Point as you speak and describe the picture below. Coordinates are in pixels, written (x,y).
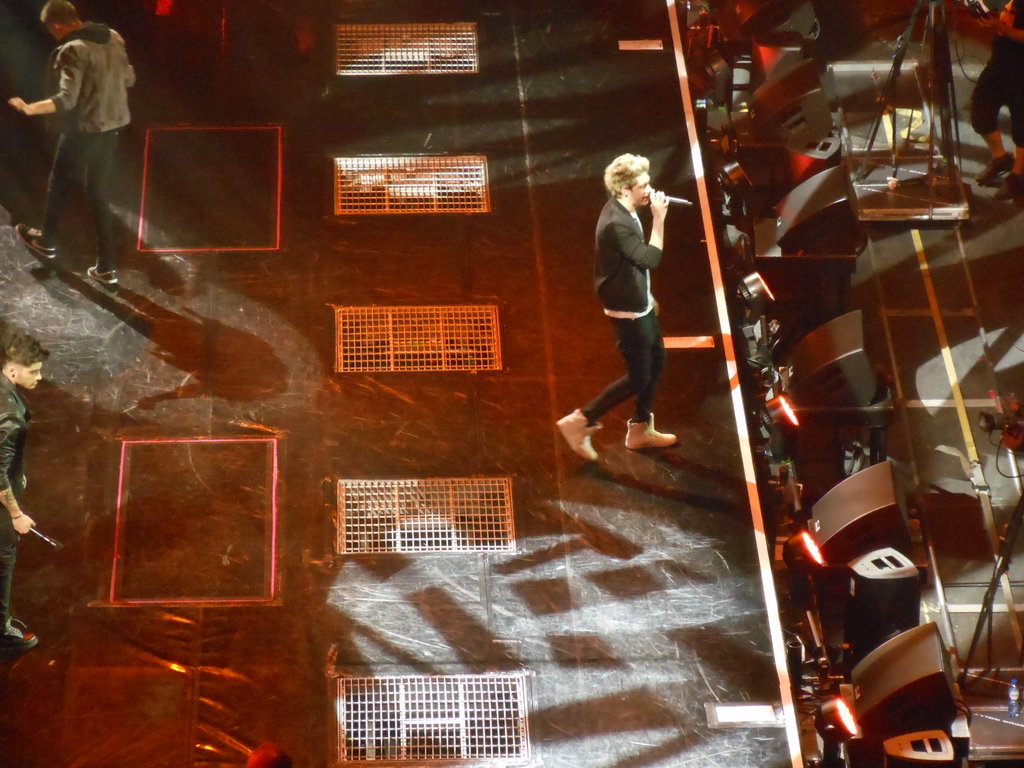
In the foreground of this image (689,439), there is a man (665,442) standing on the stage (604,342) holding a mic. On the right (870,677), there are few lights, speaker boxes (912,665), few tripod stands (895,73) with cameras (1002,432), a bottle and a person (1005,53) at the top (1020,104). On the left (109,168), there are two men (19,474) where a man (19,519) is holding a mic (61,545) and also we can see few meshes (444,502) on the stage (231,134).
